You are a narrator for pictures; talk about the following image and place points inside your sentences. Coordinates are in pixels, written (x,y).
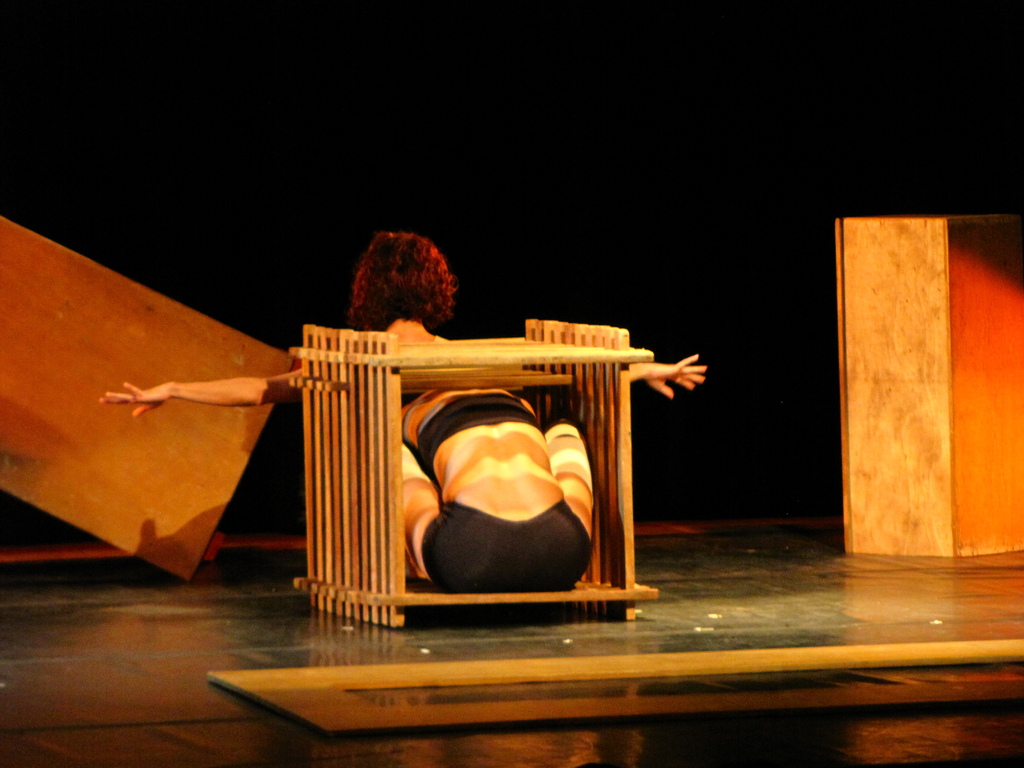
In the center of the image (463,478), we can see a person (490,487) inside the box (396,534) and in the background (879,388), we can see wooden boxes (157,432). At the bottom (147,714), there is a floor (161,719).
